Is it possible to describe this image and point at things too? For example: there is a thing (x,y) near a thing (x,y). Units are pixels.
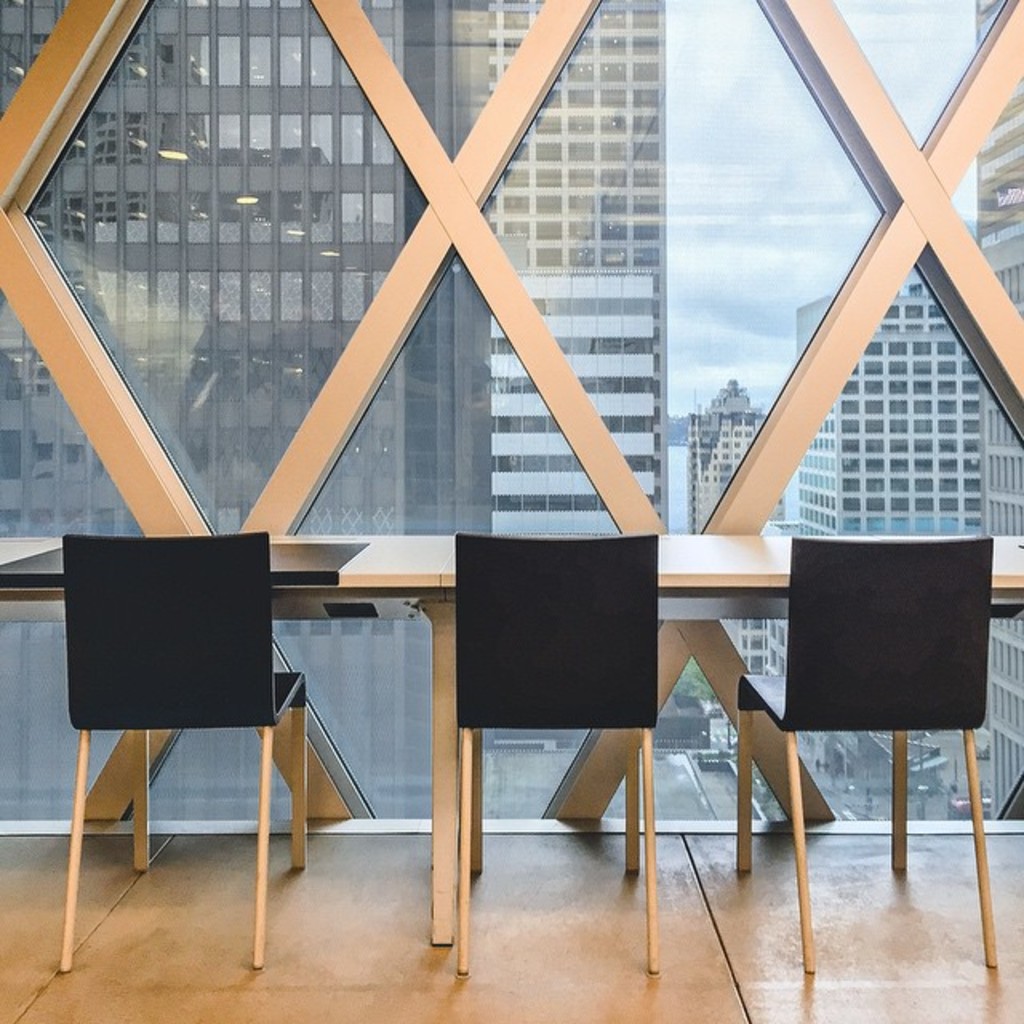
In this picture I can observe three black color chairs (132,640) in front of the tables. In the background (550,212) I can observe buildings (958,359) and some clouds (728,180) in the sky (706,188).
